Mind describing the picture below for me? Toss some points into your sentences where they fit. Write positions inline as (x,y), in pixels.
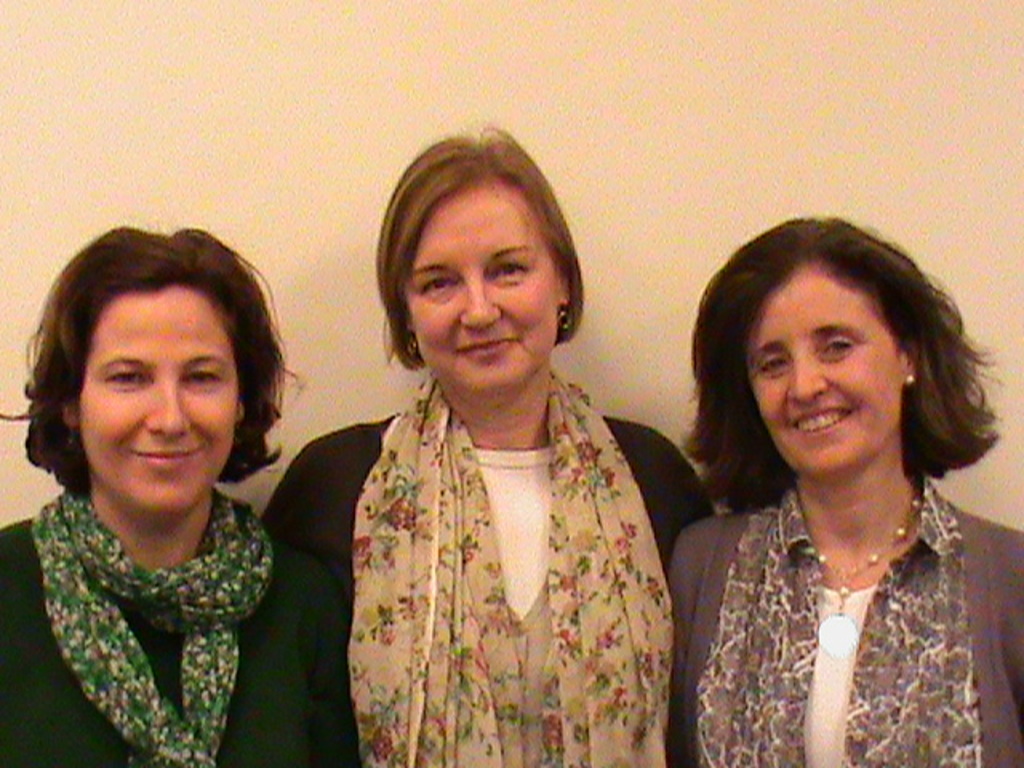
In this image we can see three women (405,345) standing. On the backside (691,194) we can see a wall (588,144).
